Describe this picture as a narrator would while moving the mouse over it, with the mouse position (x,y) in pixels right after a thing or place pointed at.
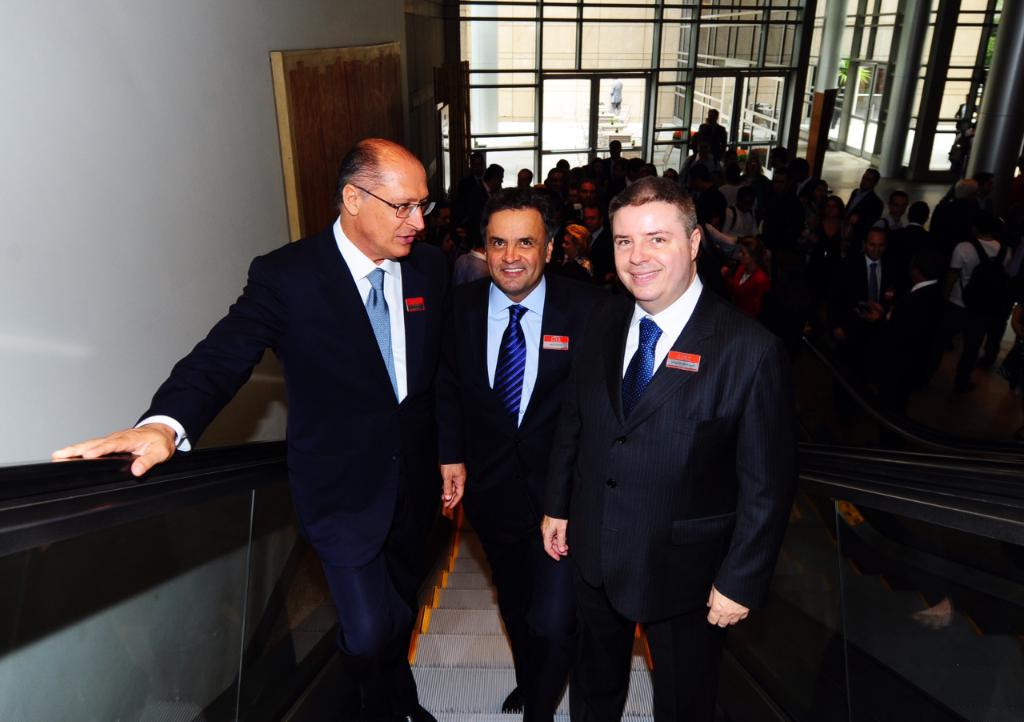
In this picture we can see three men (316,309) smiling and standing on an escalator (636,703). In the background (566,254) we can see a group of people (774,241), pillars (997,58), walls (643,66), leaves (848,62) and some objects (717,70).
